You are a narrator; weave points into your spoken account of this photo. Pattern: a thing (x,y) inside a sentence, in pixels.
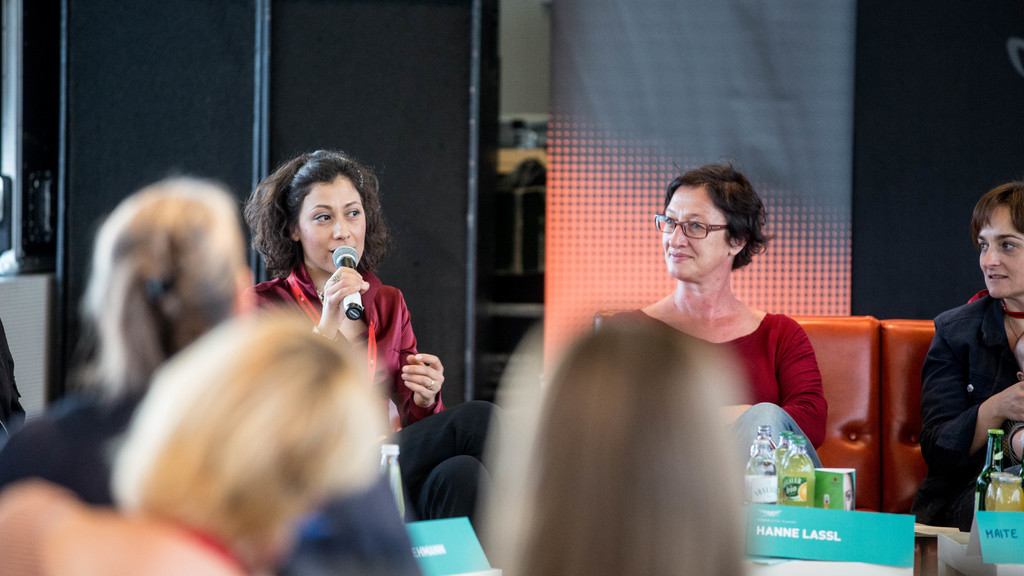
In this picture we can see the group of women (393,318) sitting in the front (505,431). On the left side (305,242) there is a woman (366,318) wearing a red dress (393,335) and holding the microphone (361,311) in the hand (362,293). Behind there is a rolling banner (630,152) and black sheet (181,120) in the background (156,133).
